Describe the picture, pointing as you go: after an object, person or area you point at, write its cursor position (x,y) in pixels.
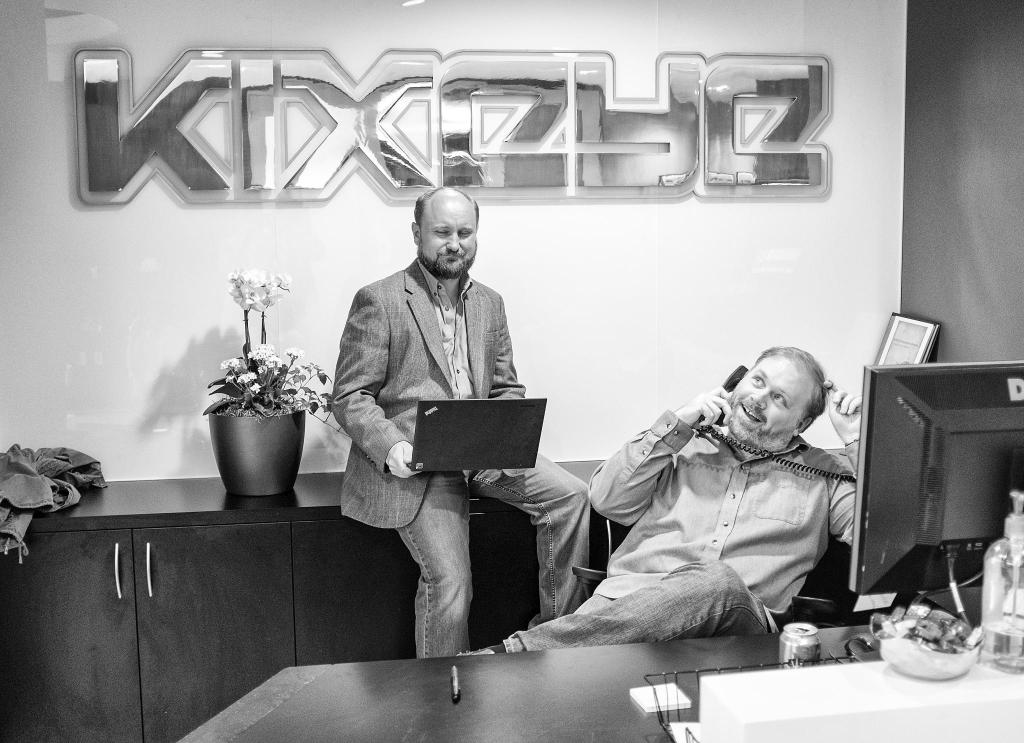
In this image I can see two people (741,467). One person (792,492) is sitting in-front of the system (856,555) and one person (507,324) is holding the laptop (485,442). To the left (230,404) there is a flower vase (241,434).
